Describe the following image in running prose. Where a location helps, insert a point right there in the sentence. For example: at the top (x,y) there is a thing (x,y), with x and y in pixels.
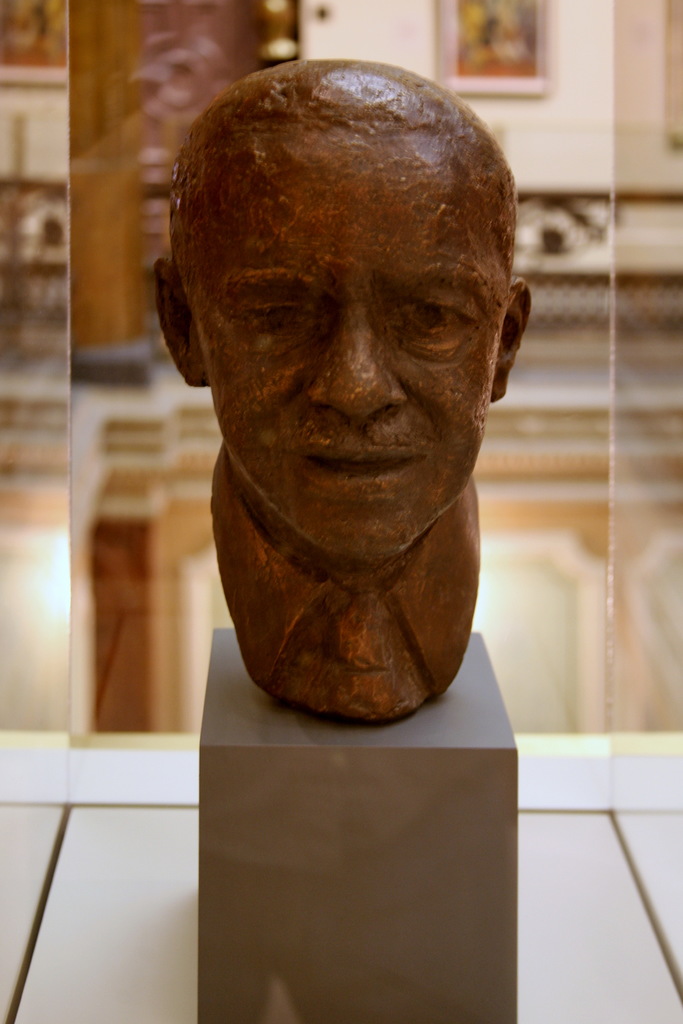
In this image there is an idol (438,665) kept on a stand (212,903) which is on a table (178,811). Idol (390,254) is kept in a glass box (9,616). Background (515,37) there is wall (656,93) having few frames (9,6) attached to it.
